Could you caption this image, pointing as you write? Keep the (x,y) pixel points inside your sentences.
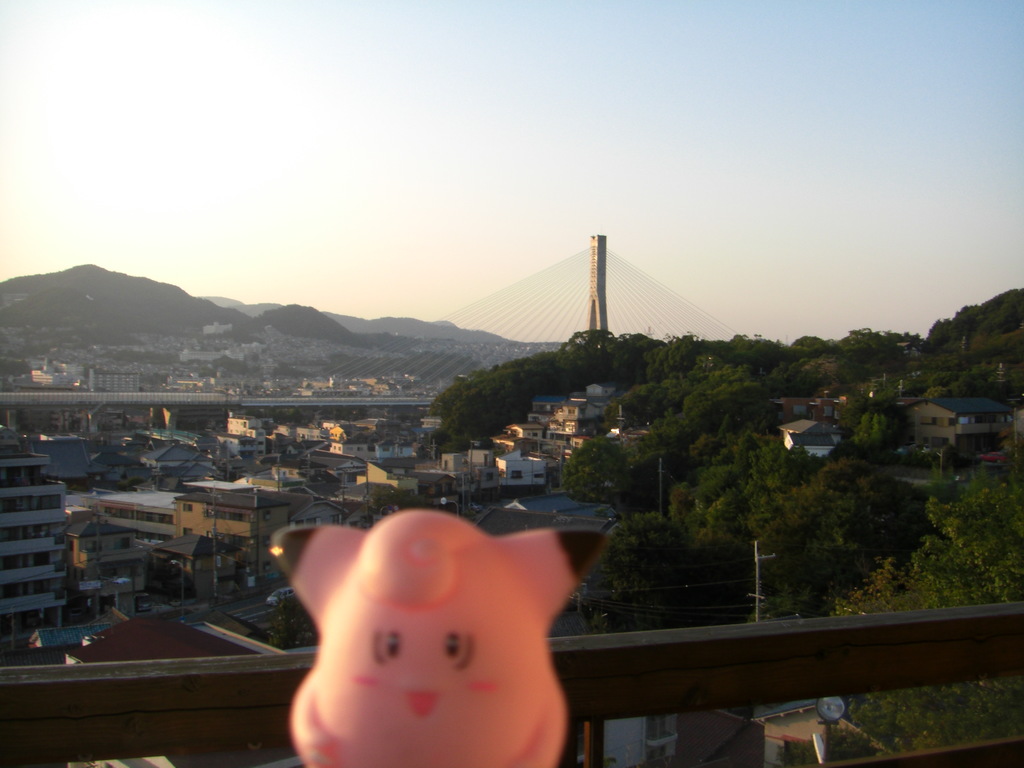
In the picture we can see the doll (431,756) which is pink in color, behind it, we can see the part of the railing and behind it, we can see the houses (338,492), buildings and trees (935,346) and behind it we can see the hills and the sky (146,196).
